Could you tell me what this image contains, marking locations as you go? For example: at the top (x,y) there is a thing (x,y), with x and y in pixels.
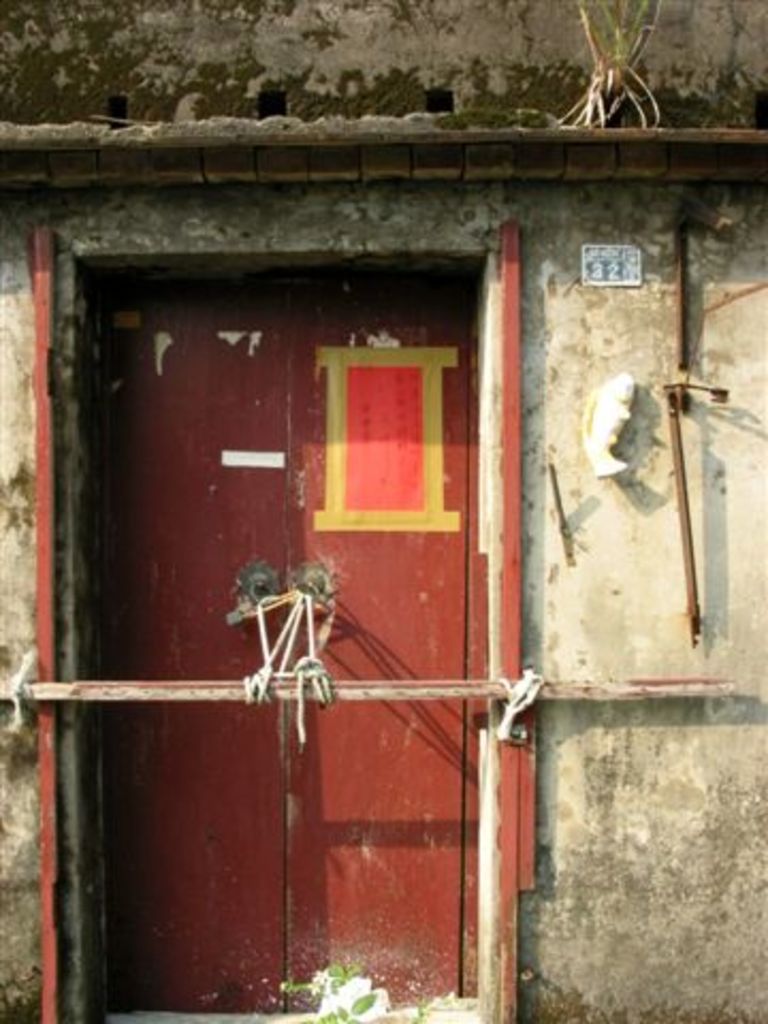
In this image we can see a shed (78,722). In the center (390,635) there is a door (273,841) tied with ropes (259,690). On the right (676,421) there are rods (678,410) placed on the wall (652,594).
